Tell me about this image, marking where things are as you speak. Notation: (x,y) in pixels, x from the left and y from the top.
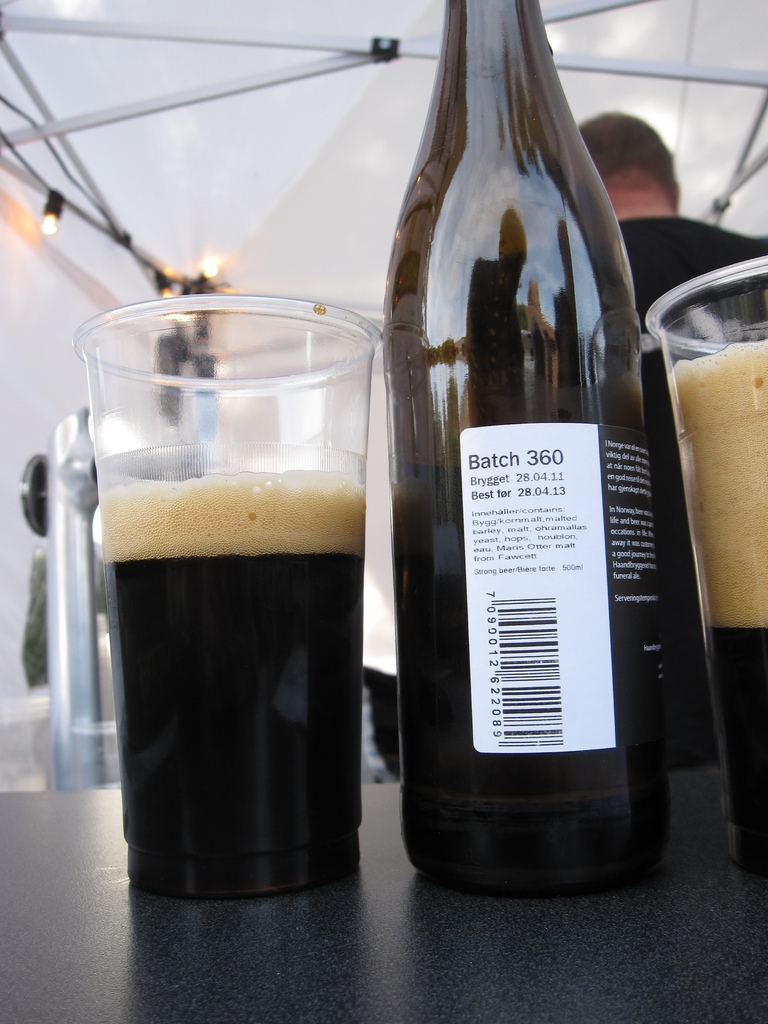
In this picture we can see bottle (448,591) and glasses (189,529) with drink (175,581) on the platform (186,900). In the background of the image (24,685) there is a person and we can see lights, rods (426,46) and tent (29,197).
